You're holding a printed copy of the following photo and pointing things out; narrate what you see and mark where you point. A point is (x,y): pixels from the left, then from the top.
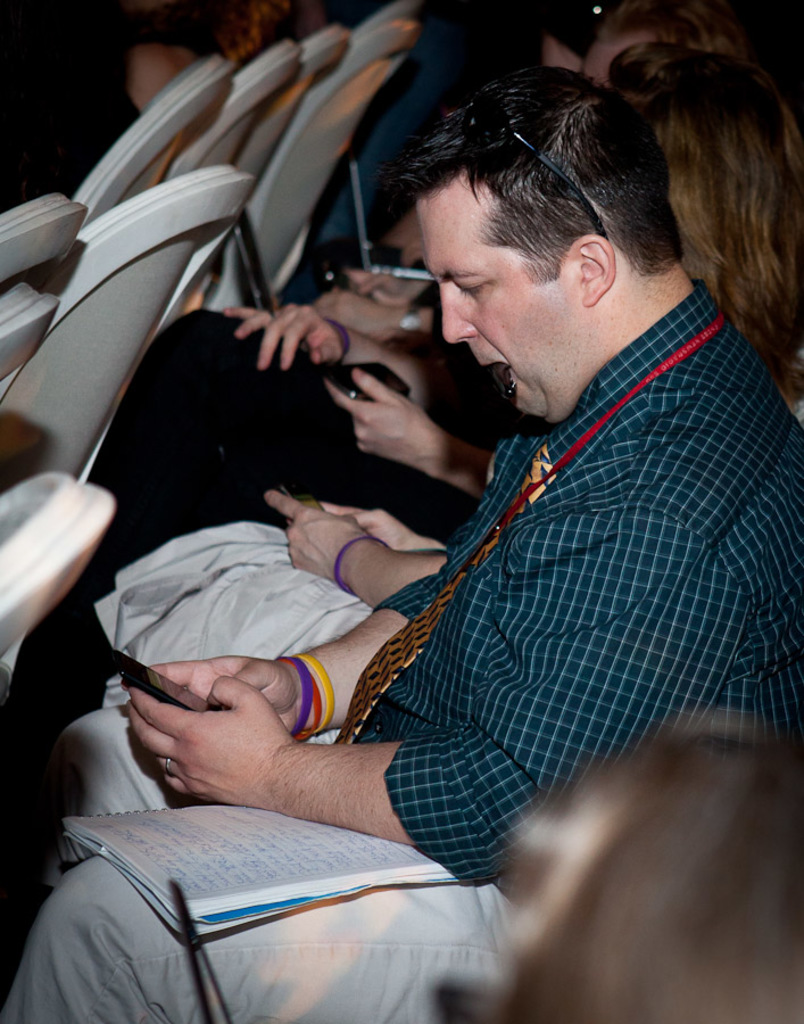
In this image there are chairs (9,356), people (148,502), phones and book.
